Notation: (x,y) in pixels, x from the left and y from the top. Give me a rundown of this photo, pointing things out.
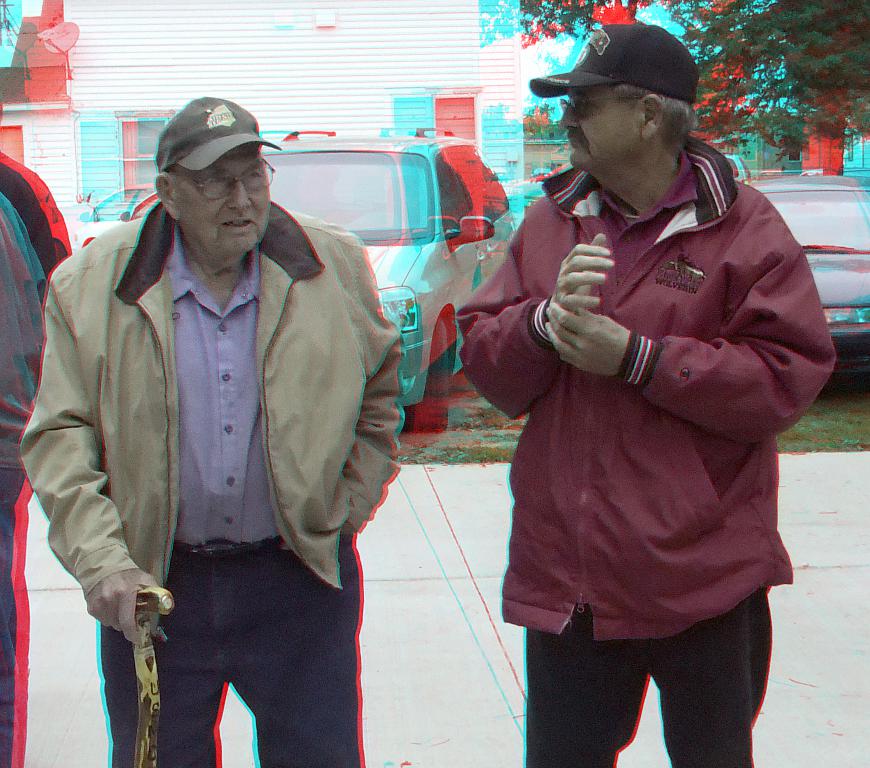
This is an edited image. The old man (254,372) in violet shirt (244,369) is holding a stick (162,591) in his hand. Beside him, we see a man (679,401) in maroon jacket (597,407) is standing. Behind them, we see cars (450,184) parked on the road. On the right side (727,92), there is a tree (755,57). In the background (157,32), we see a building (347,124) in white color.
